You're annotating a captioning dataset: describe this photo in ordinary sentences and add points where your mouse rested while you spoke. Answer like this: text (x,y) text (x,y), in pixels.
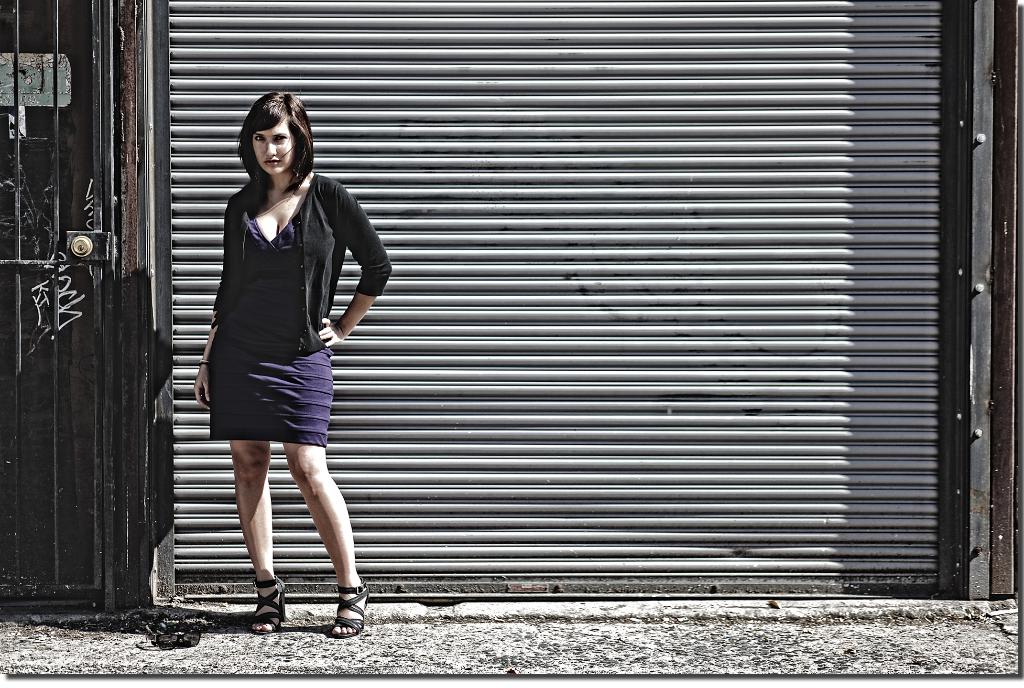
This image consists of a woman (258,427) wearing a black and blue dress (292,371). In the background (239,94), there is a shutter (474,164). On the left (21,316), there is a door (47,383). At the bottom (272,667), there is a road (314,667).
